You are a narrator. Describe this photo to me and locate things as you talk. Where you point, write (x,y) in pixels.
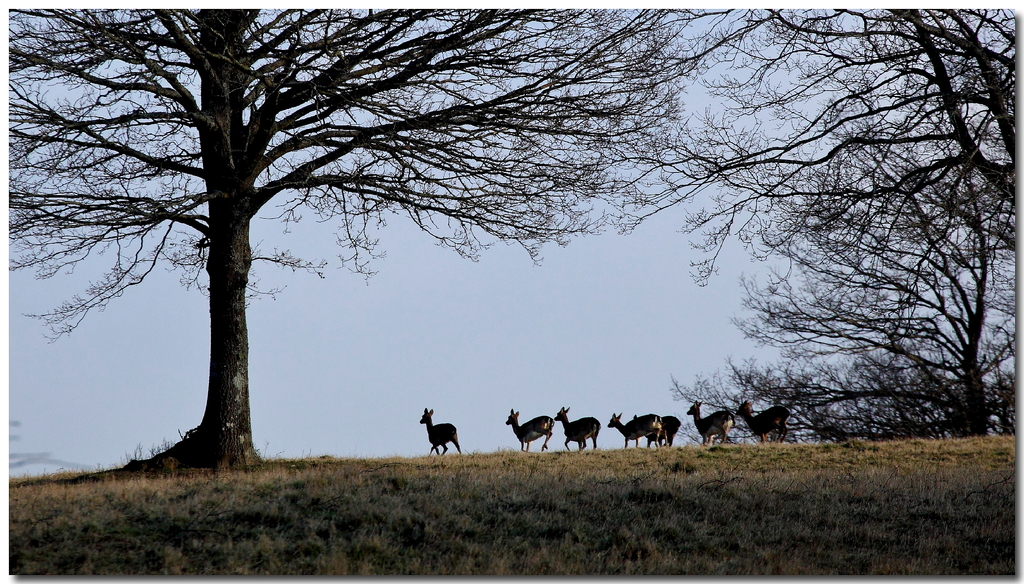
In this image I can see some grass (585,520) on the ground (562,514), few animals (585,420) and few trees (875,261) on the ground (506,517). In the background (168,364) I can see the sky (358,324).
